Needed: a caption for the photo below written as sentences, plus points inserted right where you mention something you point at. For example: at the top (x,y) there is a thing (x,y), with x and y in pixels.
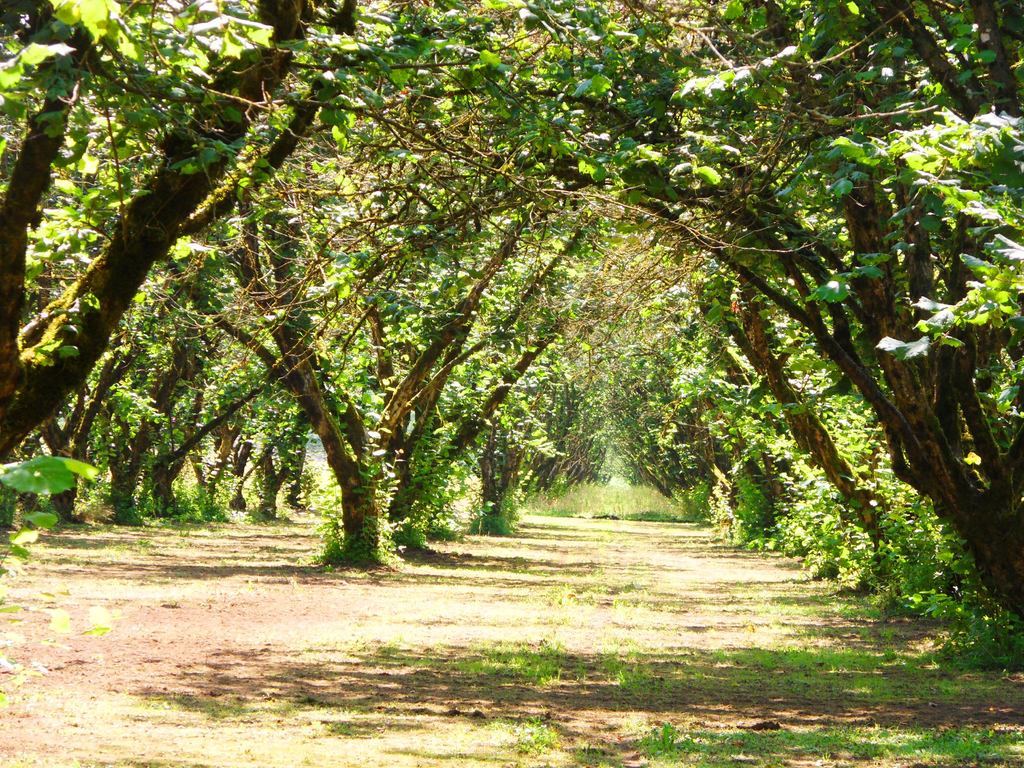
In this image we can see trees (351,397), plants (390,522) and ground (400,635).
